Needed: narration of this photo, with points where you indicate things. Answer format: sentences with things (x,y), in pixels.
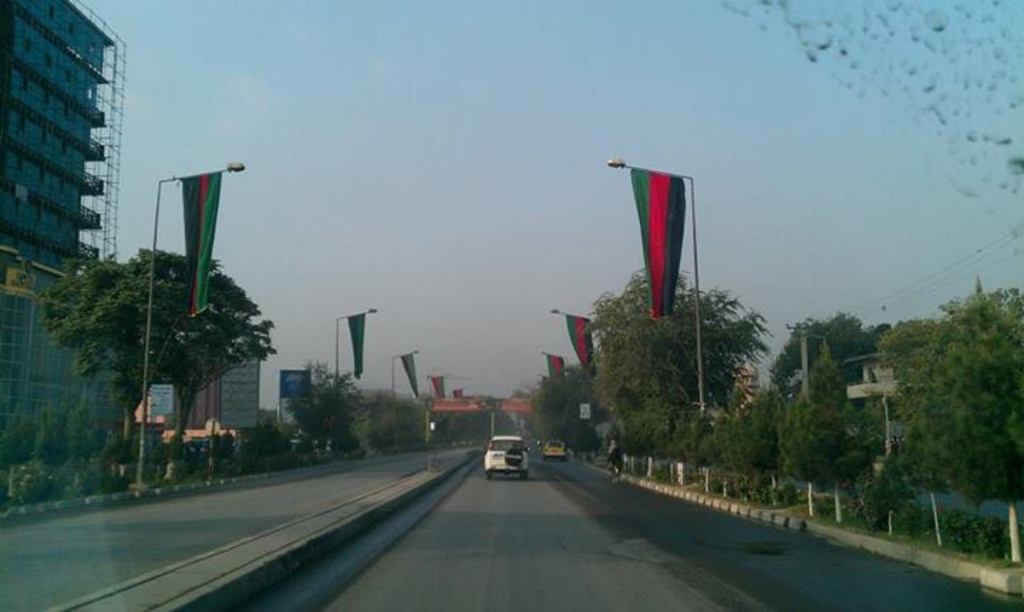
In this picture we can see vehicles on the road (541,605), trees (439,443), flags (412,361), poles (145,369), buildings (70,152) and in the background (384,380) we can see the sky (381,224).
